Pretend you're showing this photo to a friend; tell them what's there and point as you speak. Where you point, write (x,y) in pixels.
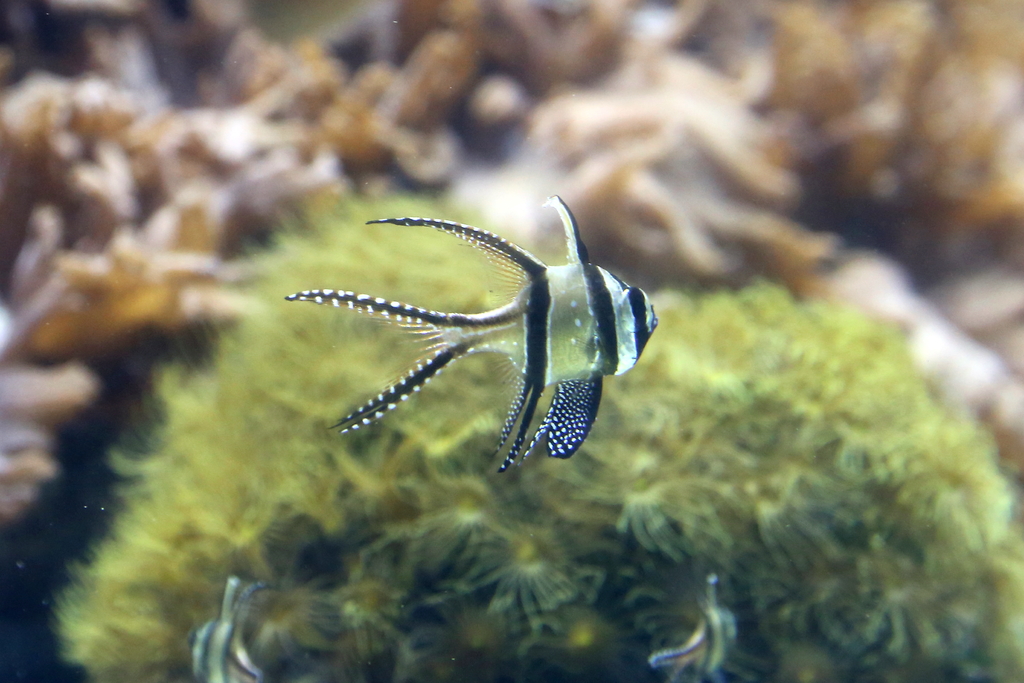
In this image there are fish (583,321) in the water (443,483), behind the fishes (508,409) there are few plants (801,394).
